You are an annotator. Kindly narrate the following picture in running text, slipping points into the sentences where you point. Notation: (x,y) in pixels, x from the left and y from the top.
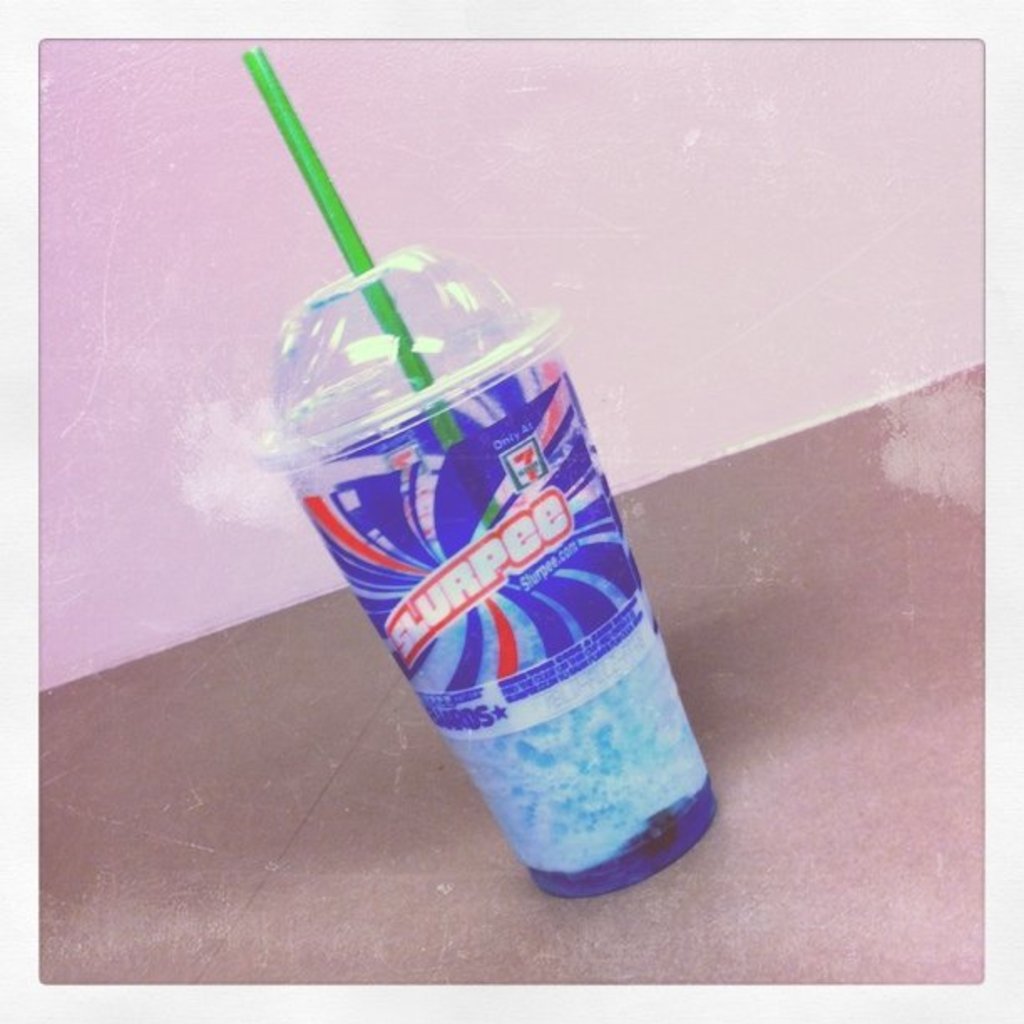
In this picture I can observe a cup (534,605) placed on the brown color surface (397,843). This cup (417,631) is in blue color. There is a green color straw (334,200) in this cup (391,347). The background (135,519) is in pale pink color.
